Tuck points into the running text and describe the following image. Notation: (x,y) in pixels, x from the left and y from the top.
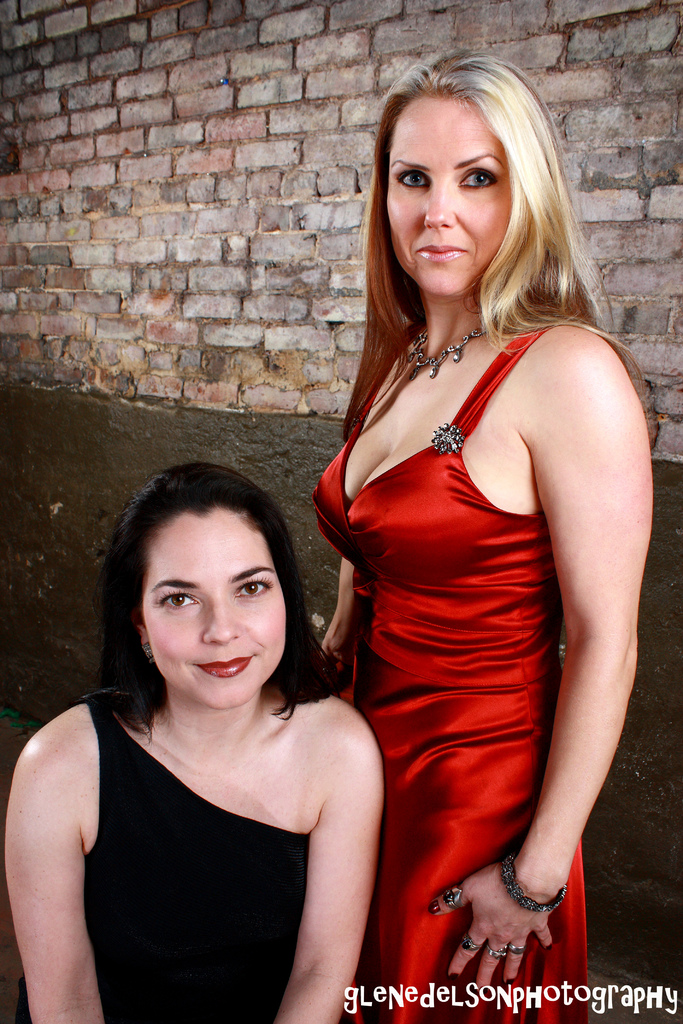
In this picture we can see two women (285,751). Behind the women (333,701), there is a wall (178,255). In the bottom right corner of the image (573,998), there is a watermark (563,999).
